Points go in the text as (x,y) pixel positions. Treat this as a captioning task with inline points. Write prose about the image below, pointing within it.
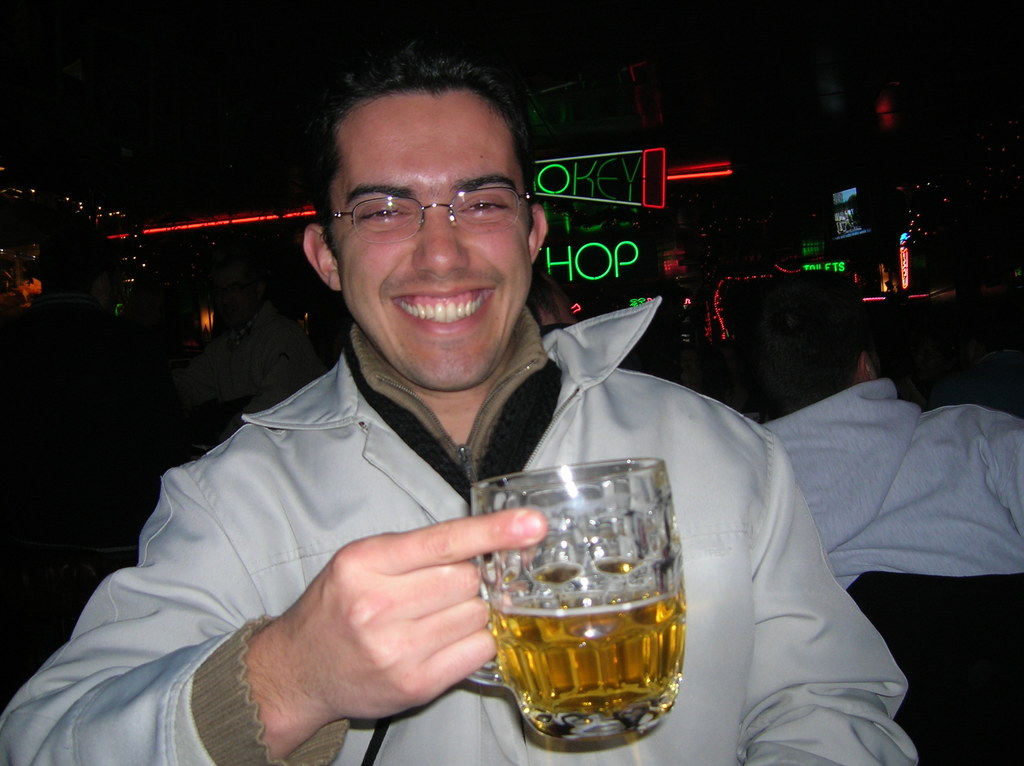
There is one man (467,574) sitting and wearing a white color jacket (357,526) and holding a glass (505,614) at the bottom of this image (505,639). We can see there are some other persons (106,393) on the left side of this image (147,379), and on the right side of this image (887,518) as well. There are some lights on the boards (610,204) in the background (593,197). It is dark at the top of this image (496,11).
